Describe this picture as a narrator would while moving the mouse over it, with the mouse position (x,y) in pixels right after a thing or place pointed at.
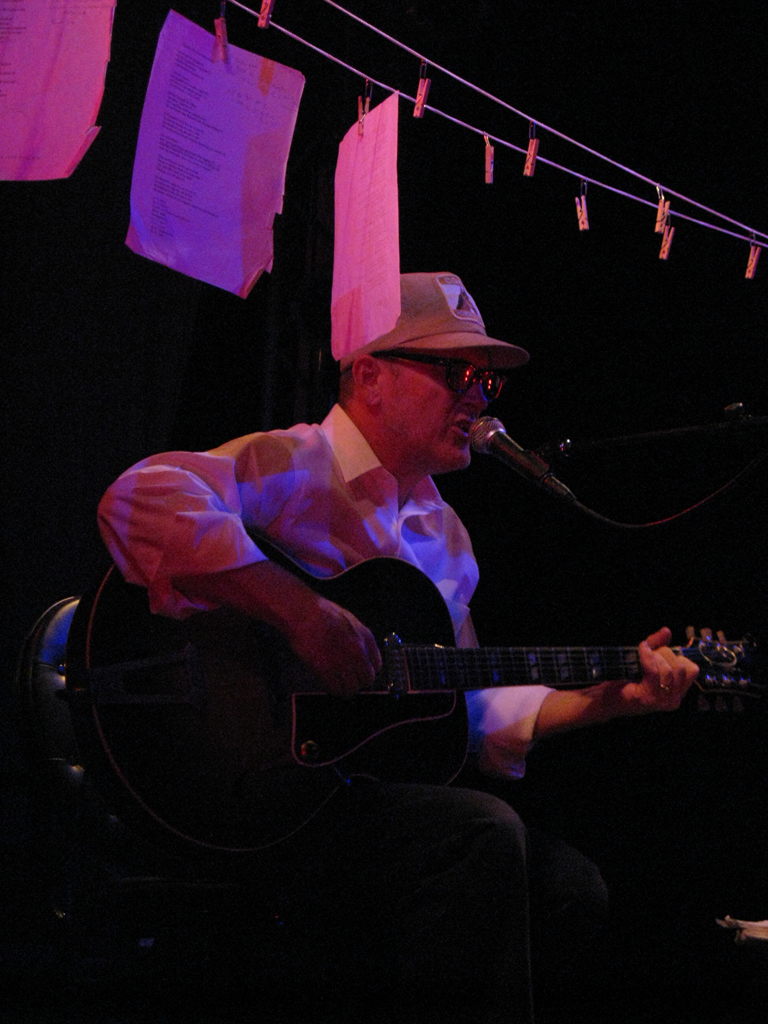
As we can see in the image there are papers (213,175) and a man (470,971) holding guitar (389,679). In front of him there is a mic (522,462).
